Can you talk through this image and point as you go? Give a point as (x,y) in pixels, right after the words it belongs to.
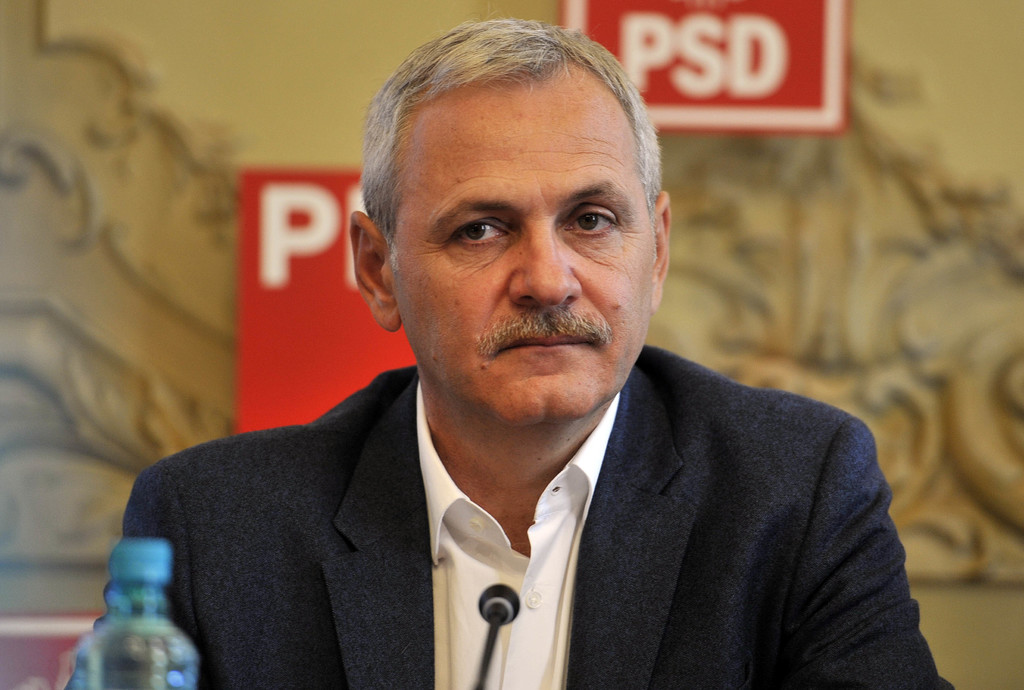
This picture is mainly highlighted with a man (498,545) in front of a mike (495,635) and bottle (153,658). This is a board (295,301).
